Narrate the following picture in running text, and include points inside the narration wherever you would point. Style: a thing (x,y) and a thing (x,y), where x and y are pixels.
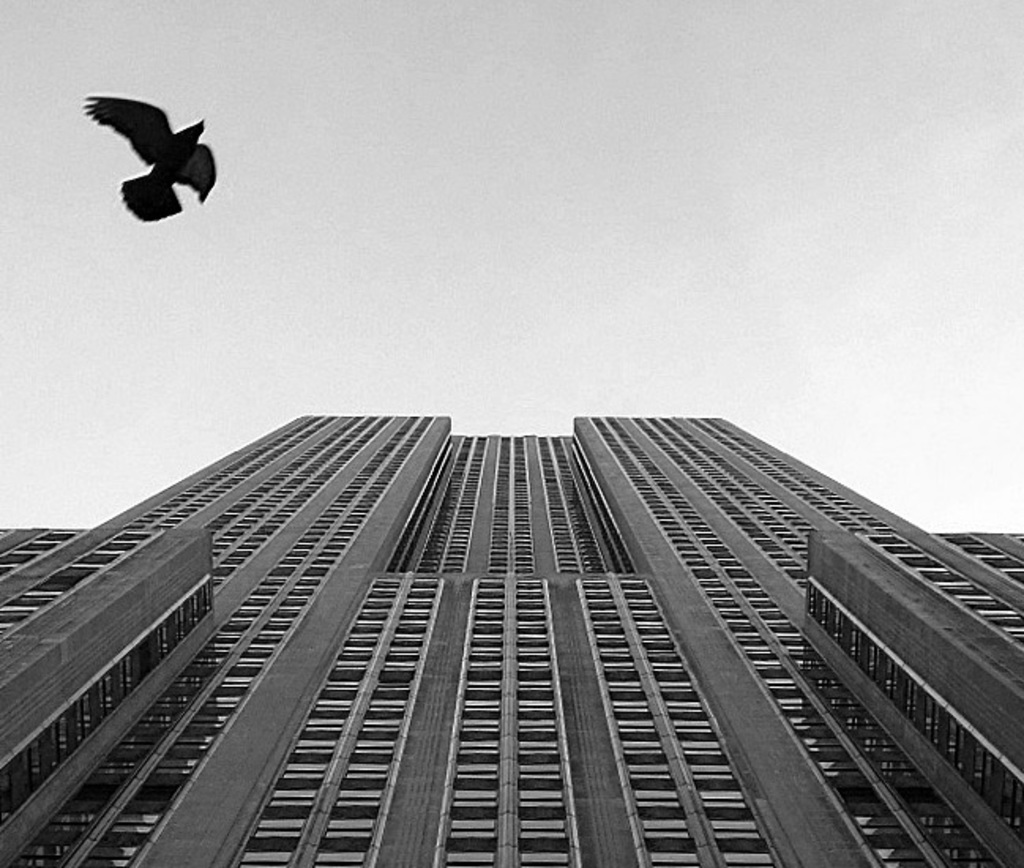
This is a black and white image. In this image we can see a building (467,638) and a bird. In the background (161,311) we can see the sky (794,350).
